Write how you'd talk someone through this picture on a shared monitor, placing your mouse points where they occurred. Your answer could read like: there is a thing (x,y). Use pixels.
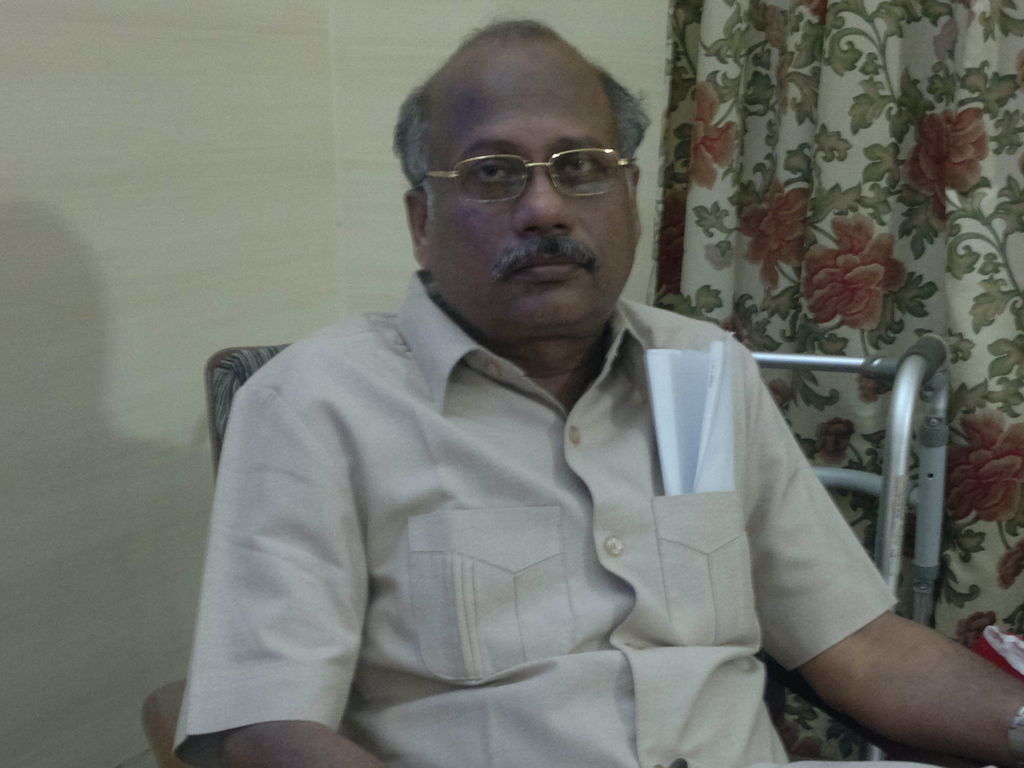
In this image we can see a man (538,508) wearing the glasses (571,161) and sitting on the chair (773,706). We can also see the wall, curtain (821,372) and also some other objects (731,408).
